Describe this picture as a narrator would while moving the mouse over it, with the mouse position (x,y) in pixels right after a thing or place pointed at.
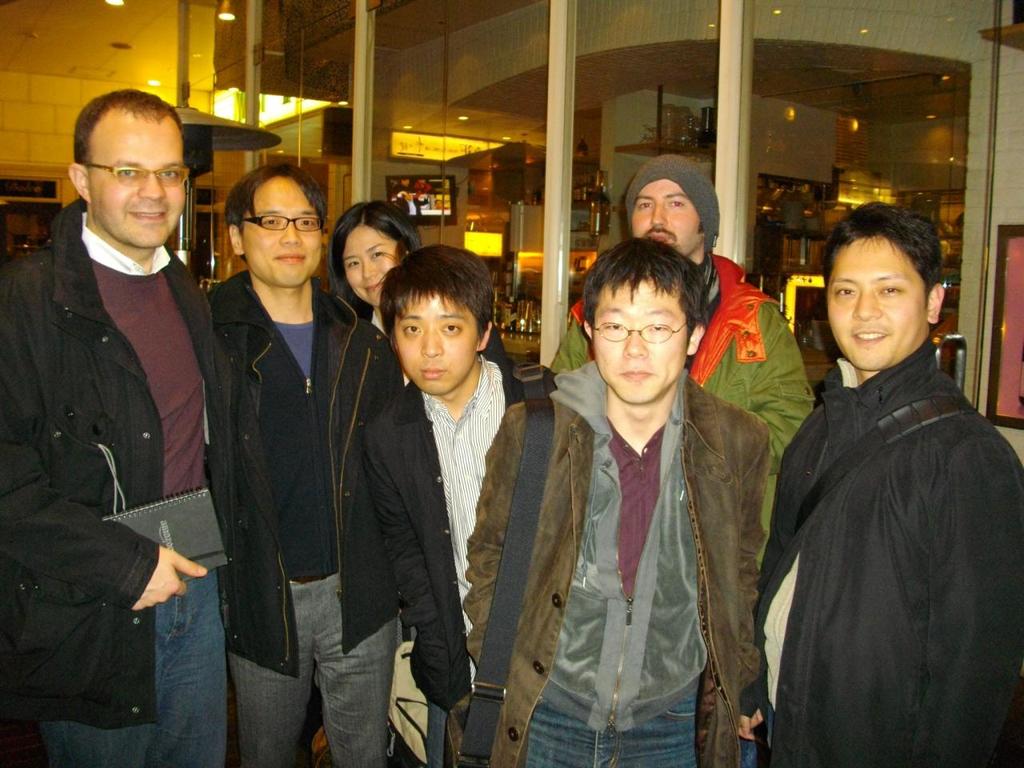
In the middle of the image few people (971,557) are standing and smiling. Behind them there is a glass wall (803,1).
